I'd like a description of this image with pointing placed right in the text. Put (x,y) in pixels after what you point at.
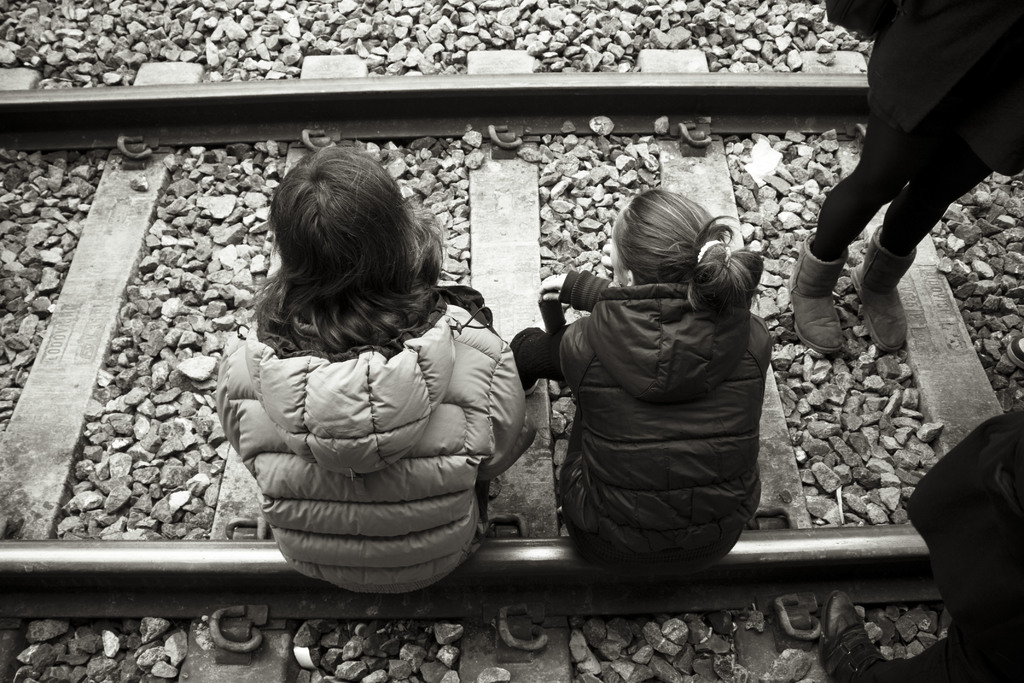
In this image there are two persons (475,521) are sitting on a railway track (549,489) in the bottom of this image (620,472), and there are two persons (943,170) are standing on the right side of this image (895,143). There is a railway track (451,132) in middle of this image (509,236) and there are some stones (180,58) are in the background (258,39).
